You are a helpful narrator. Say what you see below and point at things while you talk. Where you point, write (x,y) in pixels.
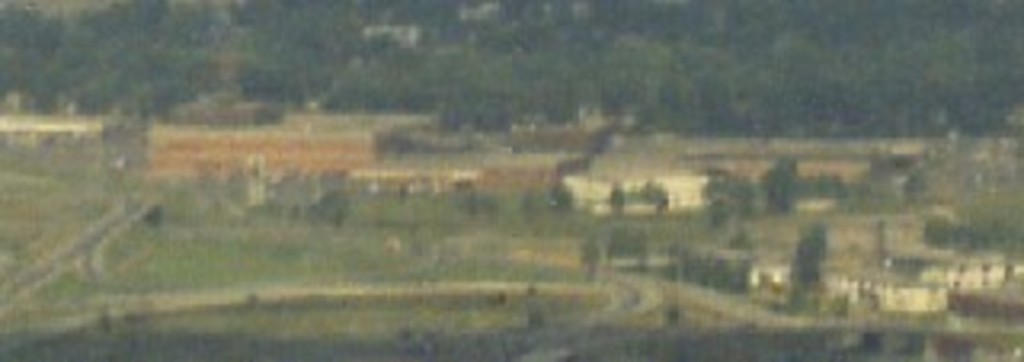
In the image there is an aerial view image of a town (685,177) with buildings (625,168) on the right side (699,167) and trees (900,135) in the background (396,80).
